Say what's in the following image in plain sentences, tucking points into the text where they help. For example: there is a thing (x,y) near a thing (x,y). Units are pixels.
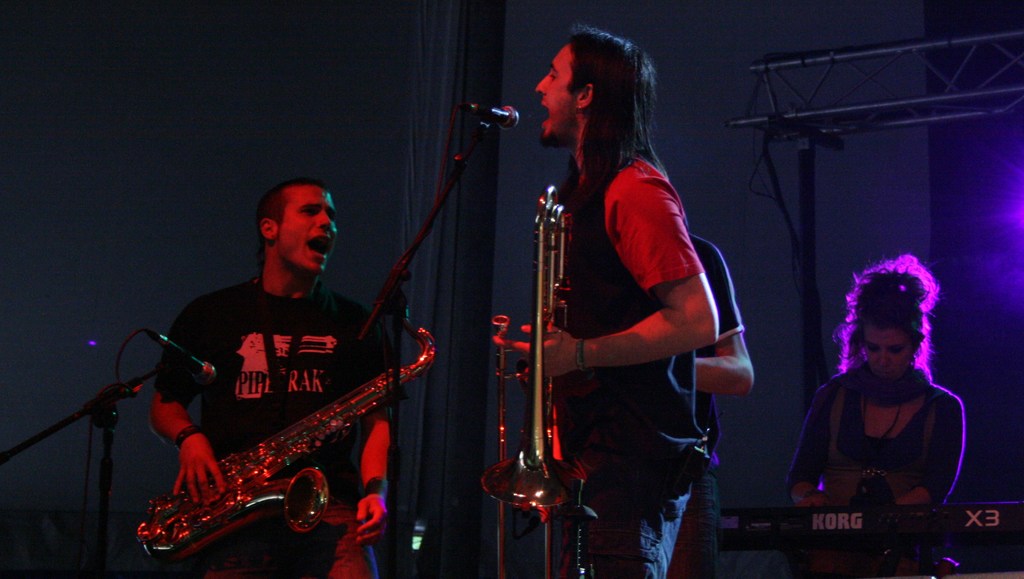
In this picture we can see few people (679,365) are singing and playing musical instruments (156,544).
